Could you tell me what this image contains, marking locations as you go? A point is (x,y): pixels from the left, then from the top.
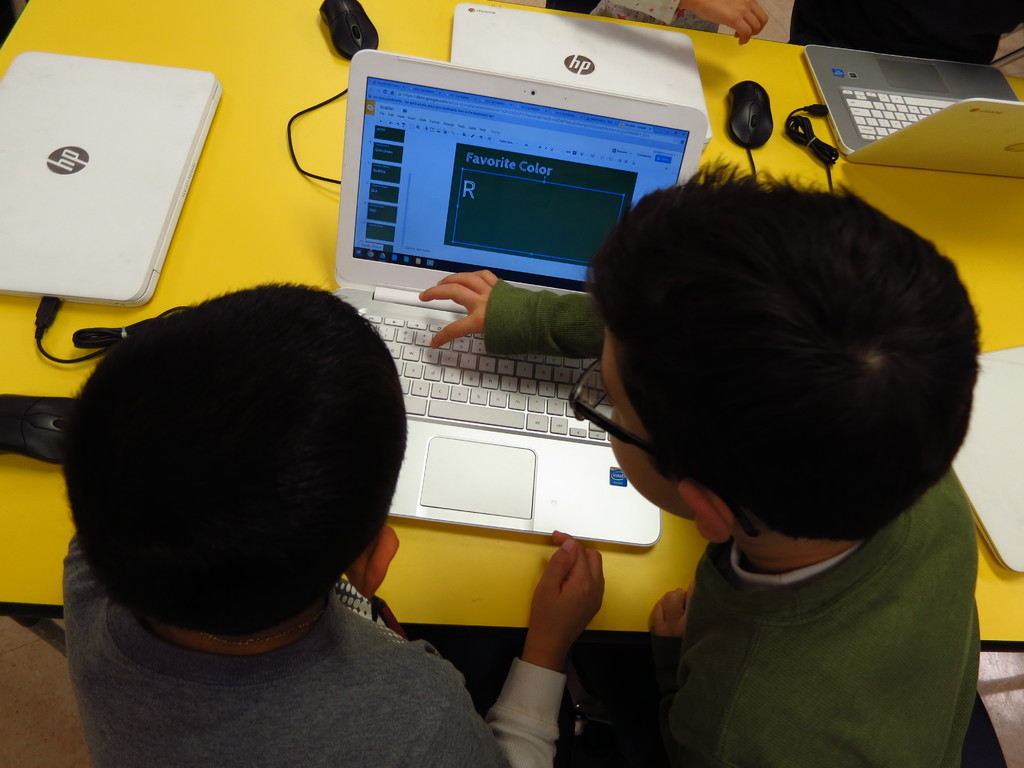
In this picture I can see there are two kids (540,689) standing and they are operating a laptop (368,141) and there are four more laptops (129,179) placed on the table (991,328) and there is a person (939,37) sitting in front of the kids (321,500).
